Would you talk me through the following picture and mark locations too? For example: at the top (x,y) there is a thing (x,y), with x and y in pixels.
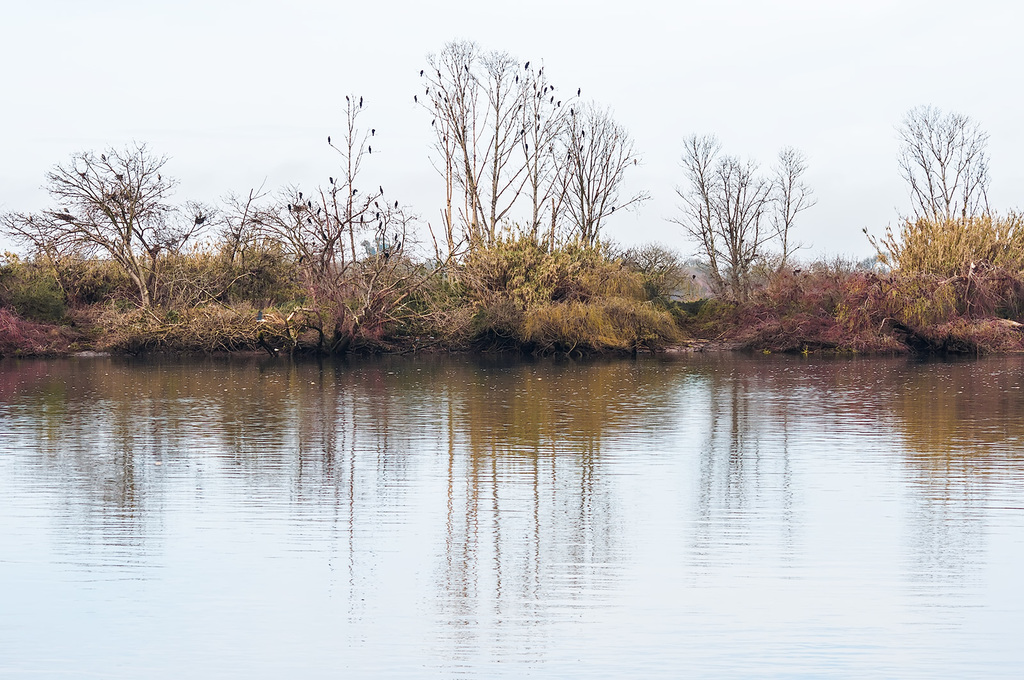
In the picture I can see water (393,483) and there are plants (482,278) and trees (338,277) in the background (598,277).
